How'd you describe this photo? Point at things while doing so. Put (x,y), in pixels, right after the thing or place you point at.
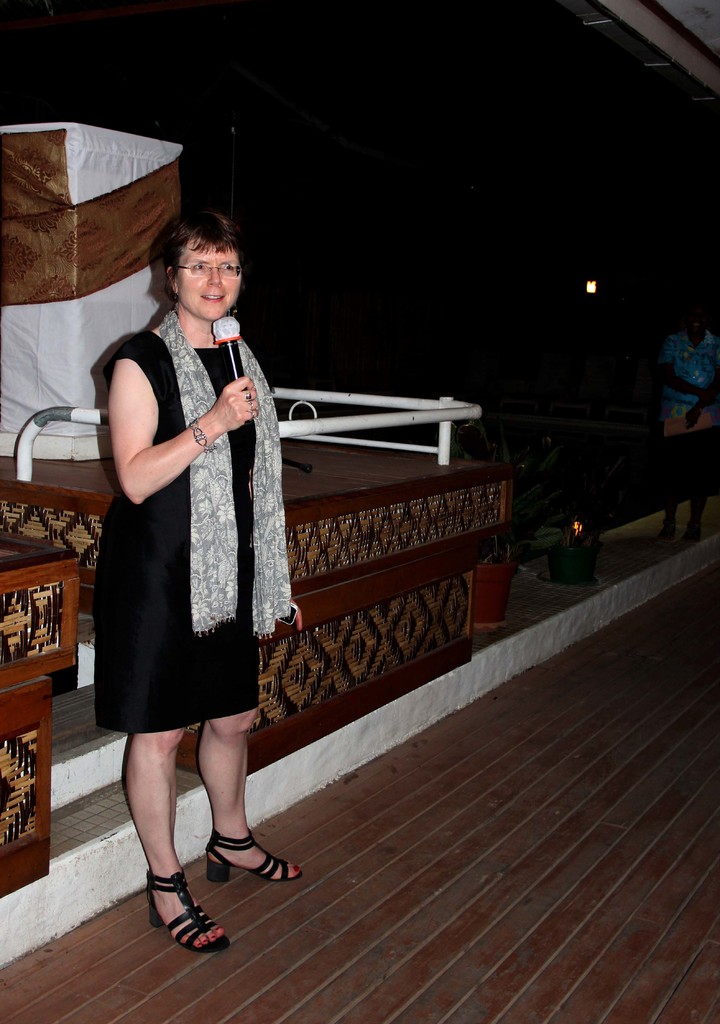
In this image, I can see a woman (209,560) standing on the floor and holding a mike (225,327). On the right side of the image (696,496), there is another person (706,447) standing and holding an object (675,426). I can see flower pots (553,570) with plants (547,504). Behind the woman (171,556), there is an object (48,308). The background (201,36) is dark.
